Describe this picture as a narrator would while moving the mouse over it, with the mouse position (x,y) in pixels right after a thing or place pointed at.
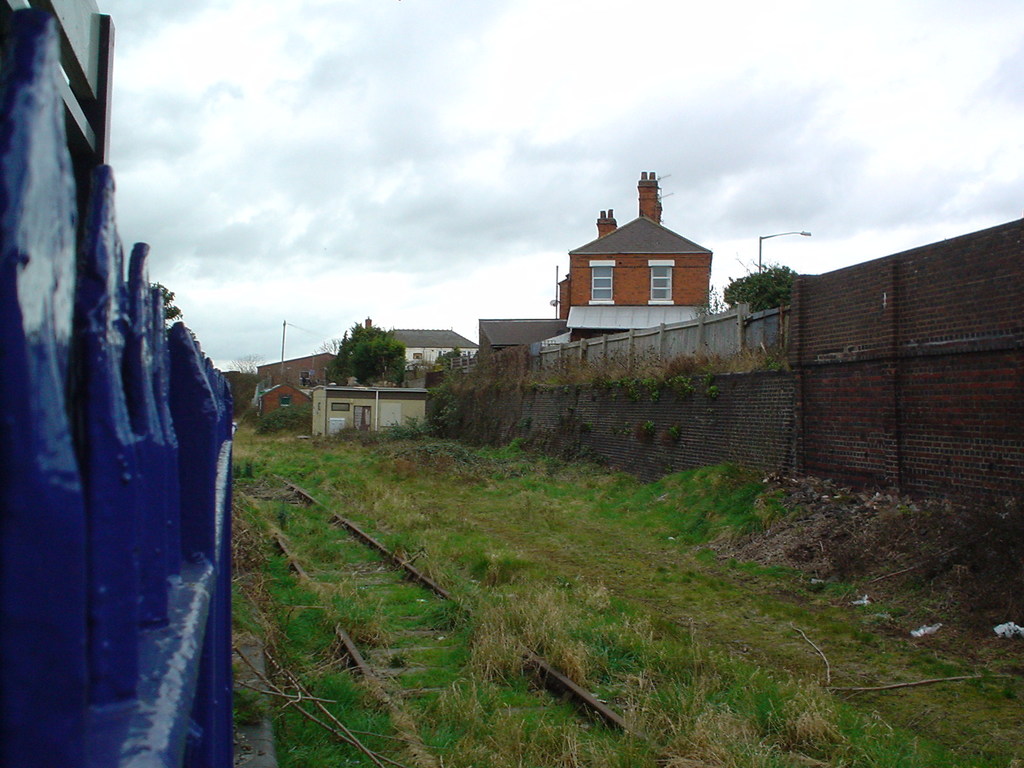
In this image I can see grass (489,452) in green color, background (924,214) I can see few buildings (404,403), light poles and sky (446,163) in white and blue color.
